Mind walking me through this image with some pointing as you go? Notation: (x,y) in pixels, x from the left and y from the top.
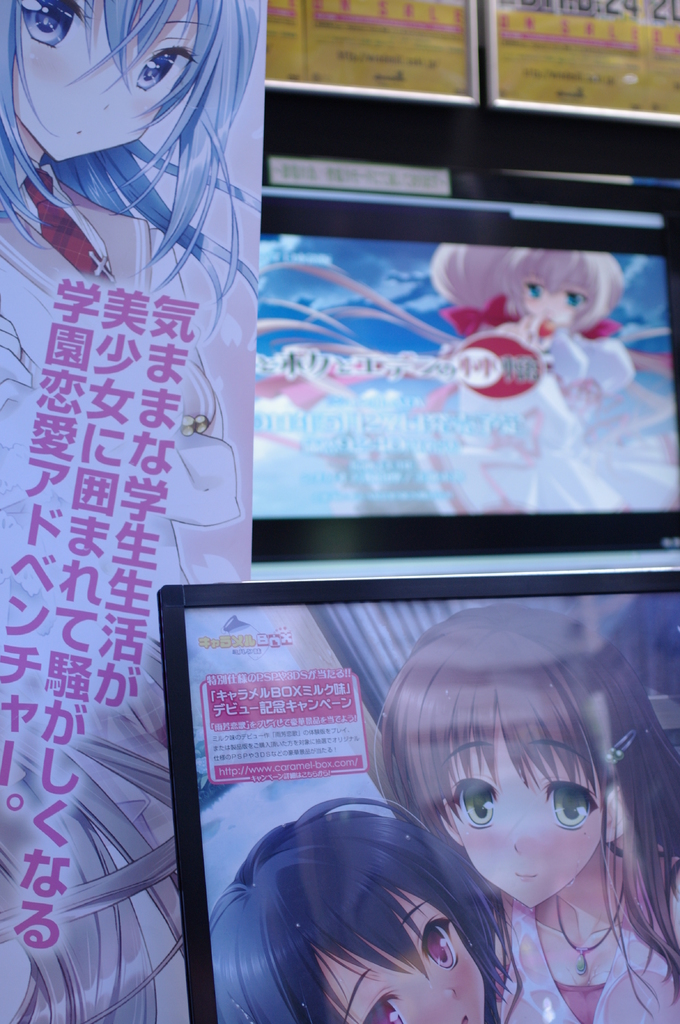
In the image in the center (275,483) we can see laptops (311,621) and one banner (171,497). In laptop screens (488,701), we can see few cartoon images (435,621). In the background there is a wall (502,129).
